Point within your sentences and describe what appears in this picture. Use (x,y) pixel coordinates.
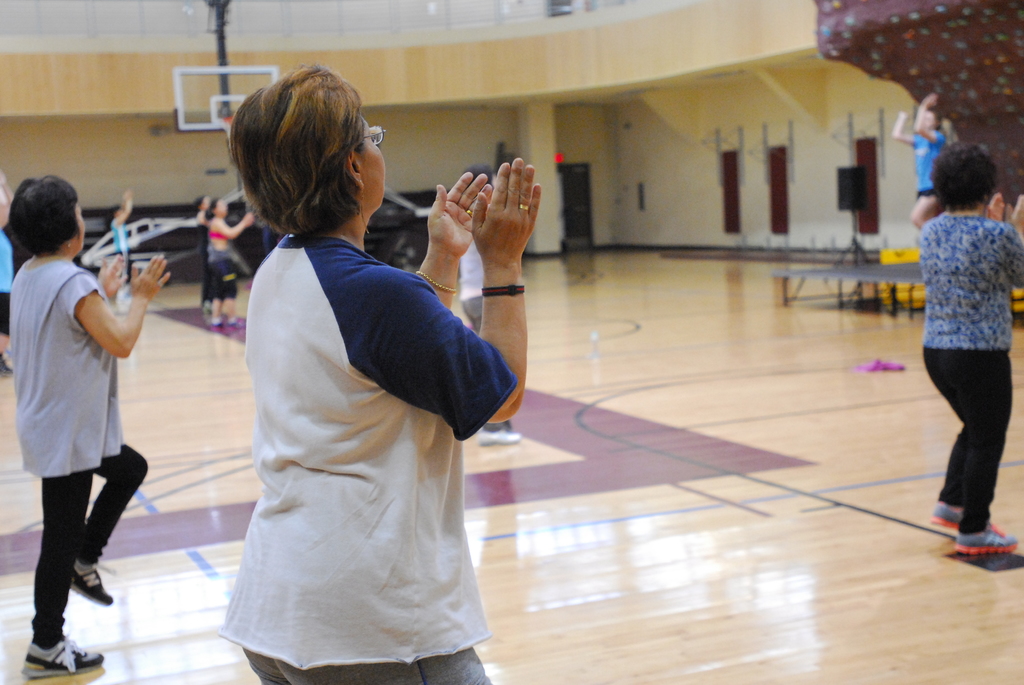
In this image, there are few people (23,284) standing on the floor (537,538). In the background (252,69), there is a basketball hoop (212,72) and a pillar (532,107). On the right side of the image (856,199), I can see a speaker (863,188) with stand (865,249) and a stage (911,286).
